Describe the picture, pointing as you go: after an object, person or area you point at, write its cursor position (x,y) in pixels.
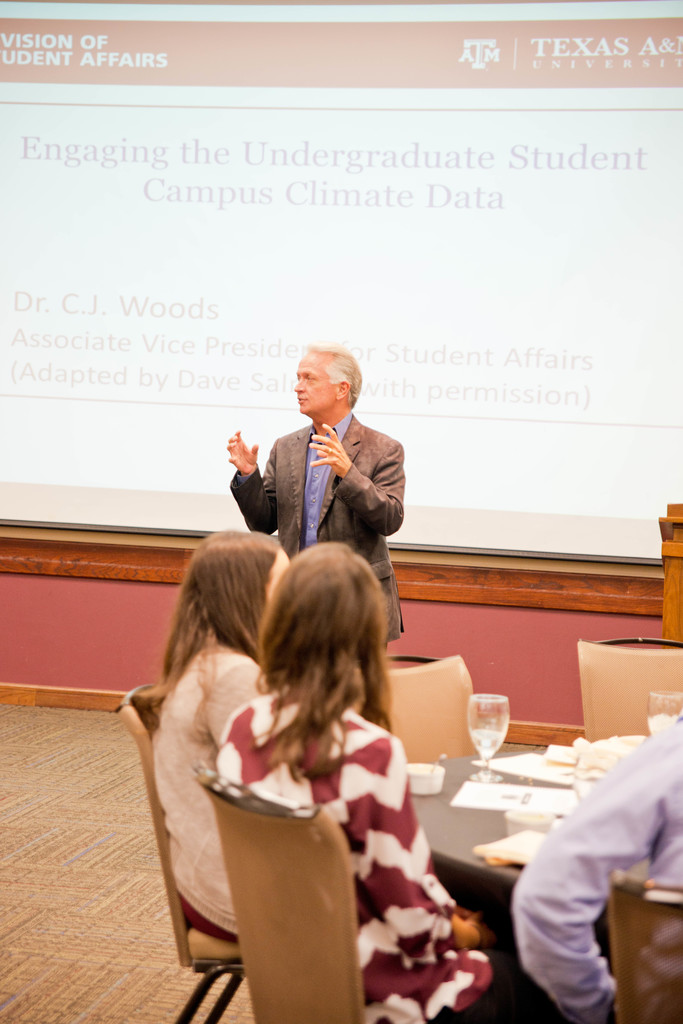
In this picture a man (367,445) is speaking and there are few people (410,916) sitting in front of them. They have a table (492,815) in front of them, it has some tissues (621,749) and wine glasses (475,699).
